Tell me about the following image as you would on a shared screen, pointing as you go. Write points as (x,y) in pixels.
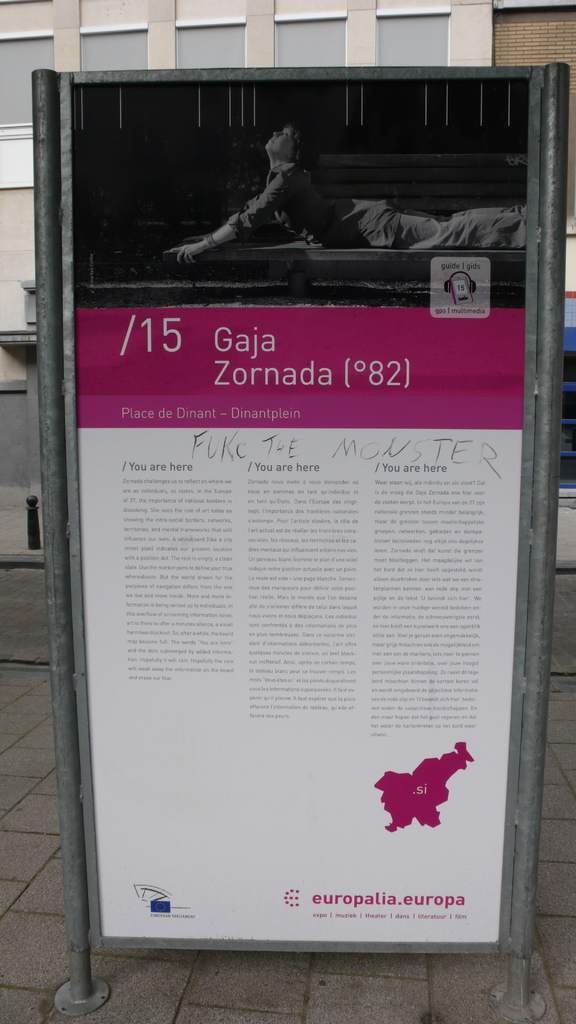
In this image we can see a board (78,455) in which a person (411,214) is lying and some text (272,483) was written on the board (355,848), behind it a building (346,61) is there.
